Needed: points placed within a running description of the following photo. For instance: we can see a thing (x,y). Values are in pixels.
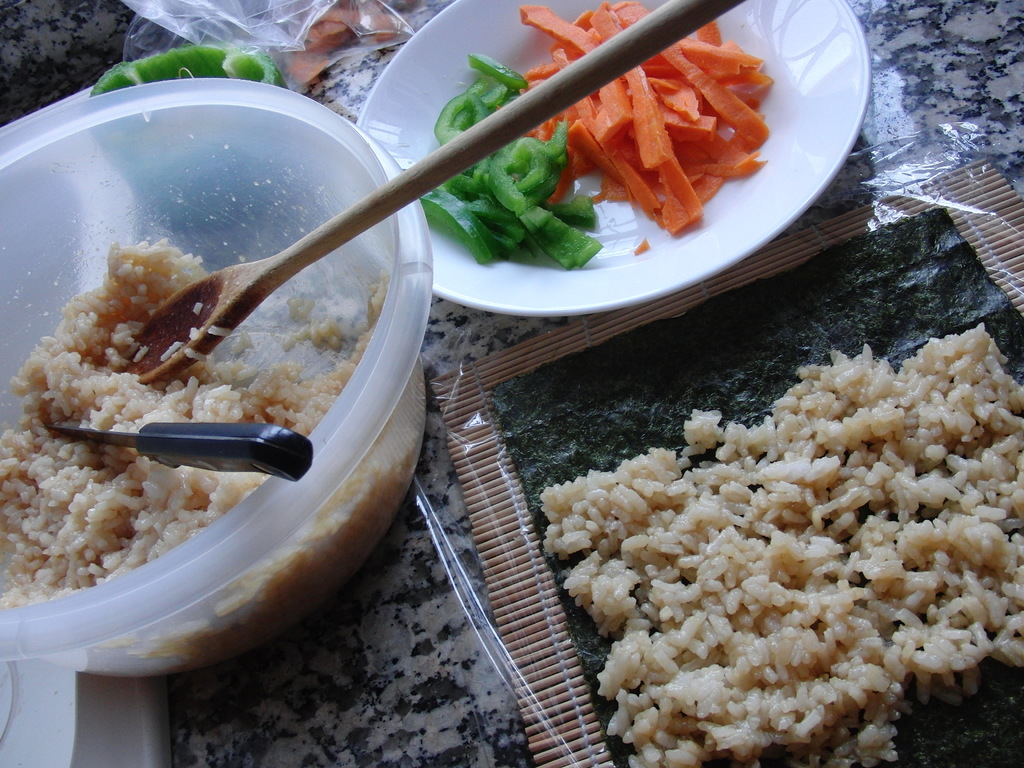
In this image, we can see some food items (489,231) on the surface (421,570). Among them, some food items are placed in containers (431,92). We can also see a knife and a wooden spoon (236,276). We can also see a capsicum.
